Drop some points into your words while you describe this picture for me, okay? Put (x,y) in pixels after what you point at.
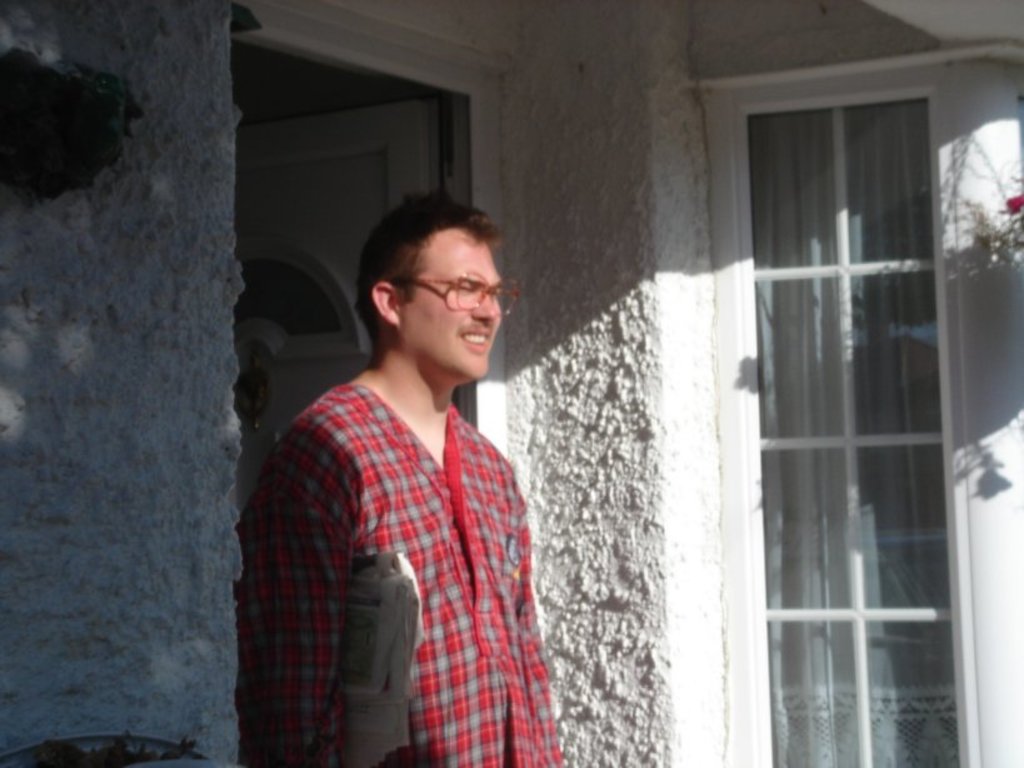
In this image I can see a man (345,516) is standing. I can see he is wearing red colour dress (444,508) and specs (469,302). Behind him I can see a white colour door (264,204) and on the right side of him I can see a window (788,372).
